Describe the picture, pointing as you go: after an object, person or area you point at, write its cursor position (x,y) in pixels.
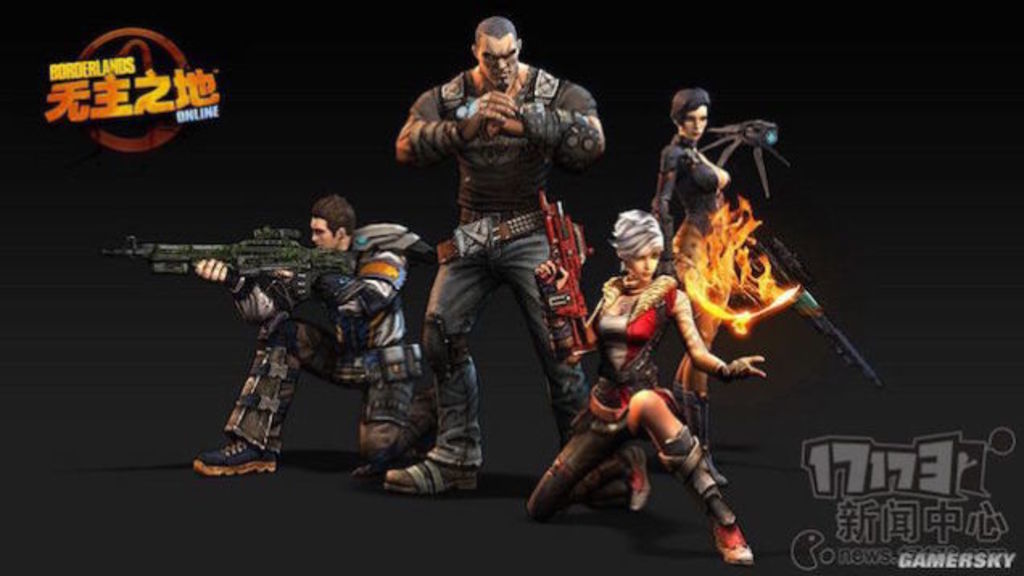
This is an animation image. In this image there are animated characters (457,291) of two men (351,324) and two ladies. They are holding guns (178,268) and also there is fire (723,273). There is a logo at the top of the image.
